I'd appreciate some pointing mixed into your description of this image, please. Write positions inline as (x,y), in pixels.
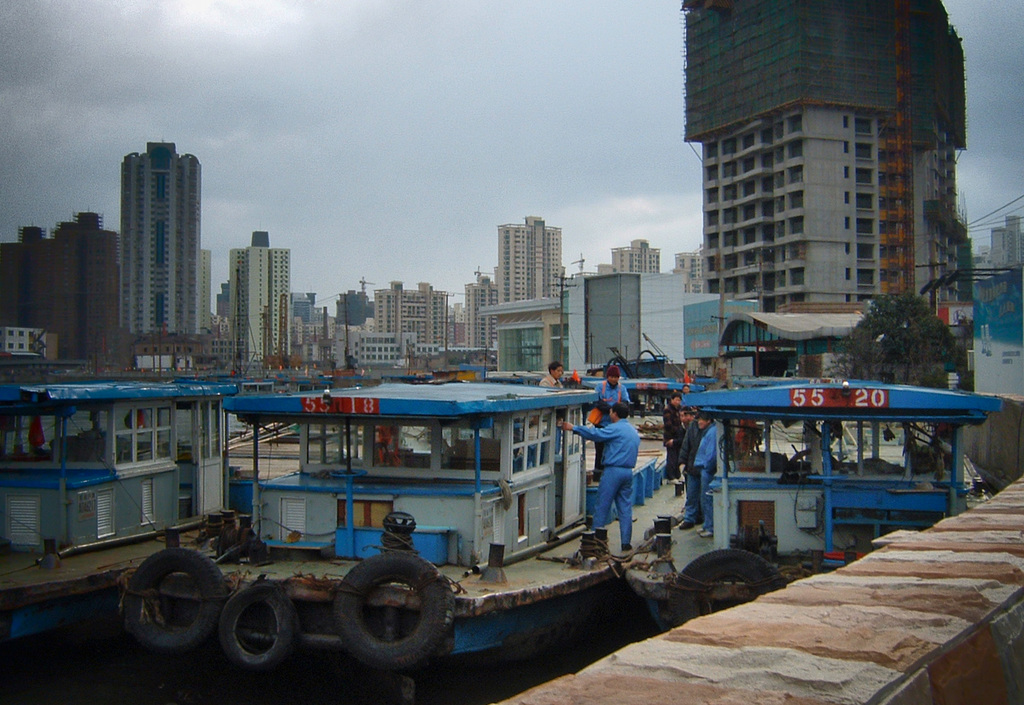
In this image I can see tyres (250,597), boats (463,491), people (597,436) and number of buildings (296,334) and in the background (368,68) there is sky (292,50).
